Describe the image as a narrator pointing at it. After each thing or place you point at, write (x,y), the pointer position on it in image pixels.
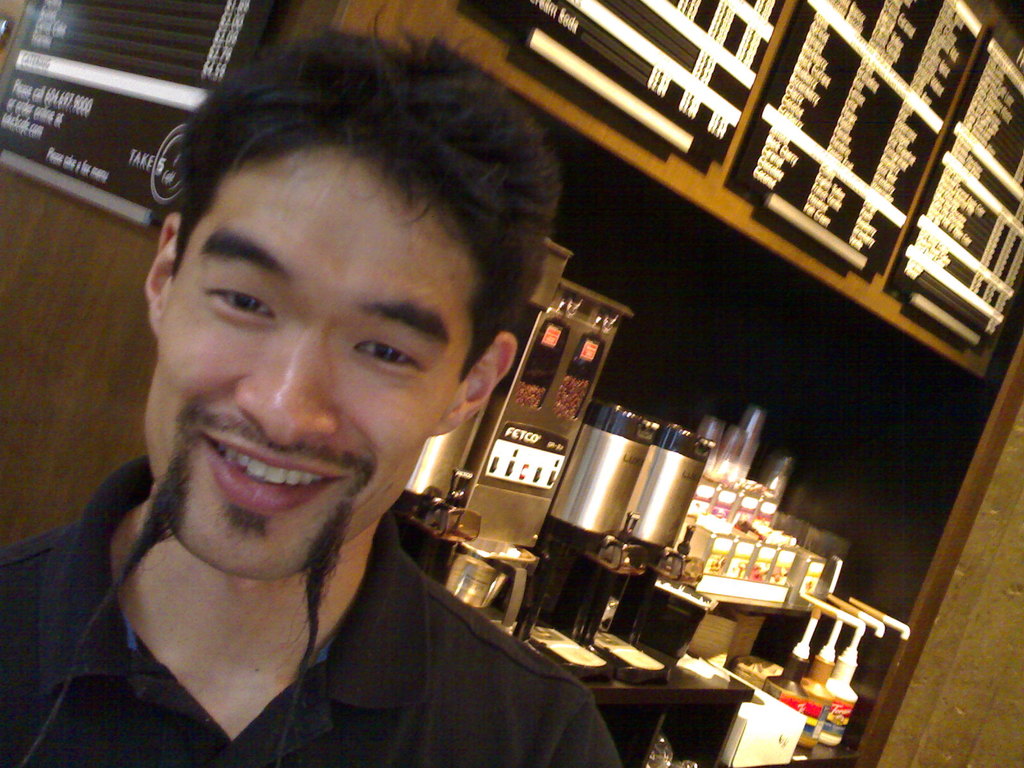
In this picture I can see a man (203,436) smiling, and in the background (104,15) there are boards (707,133) attached to the wall (635,254), there are some machines (594,525), glasses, bottles (815,618) and some other items (819,575) in the racks (622,762).
